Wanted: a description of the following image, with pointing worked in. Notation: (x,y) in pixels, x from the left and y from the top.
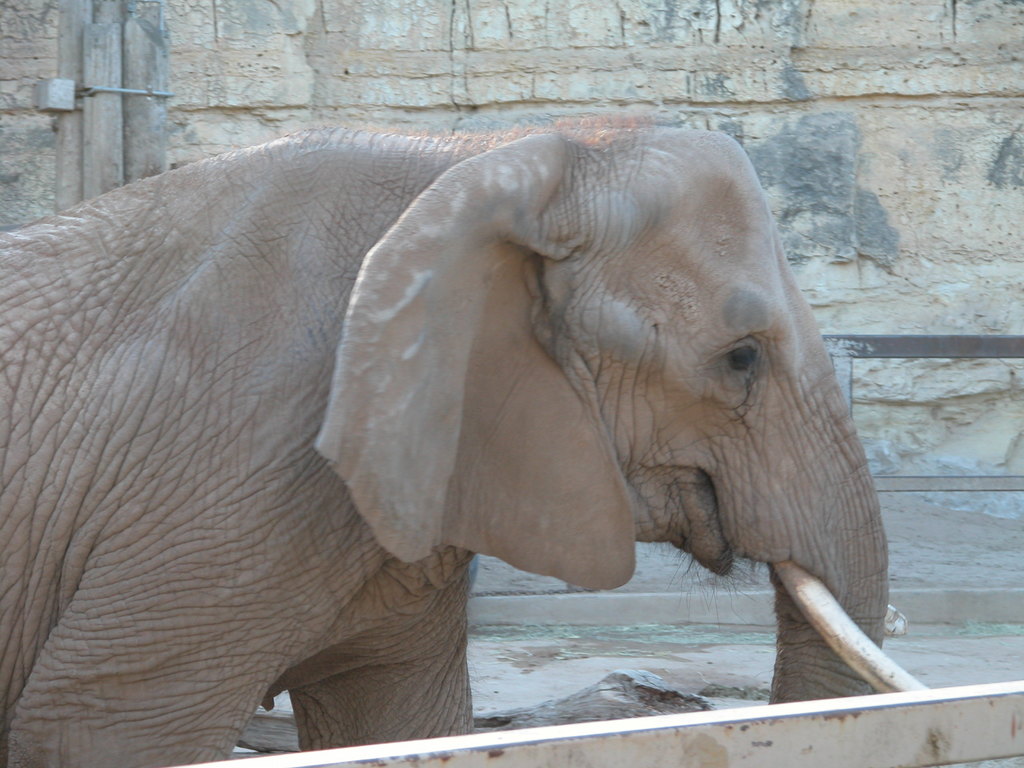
In this image there is an elephant (298,475). In the background (231,79) there is a wall (740,123).
